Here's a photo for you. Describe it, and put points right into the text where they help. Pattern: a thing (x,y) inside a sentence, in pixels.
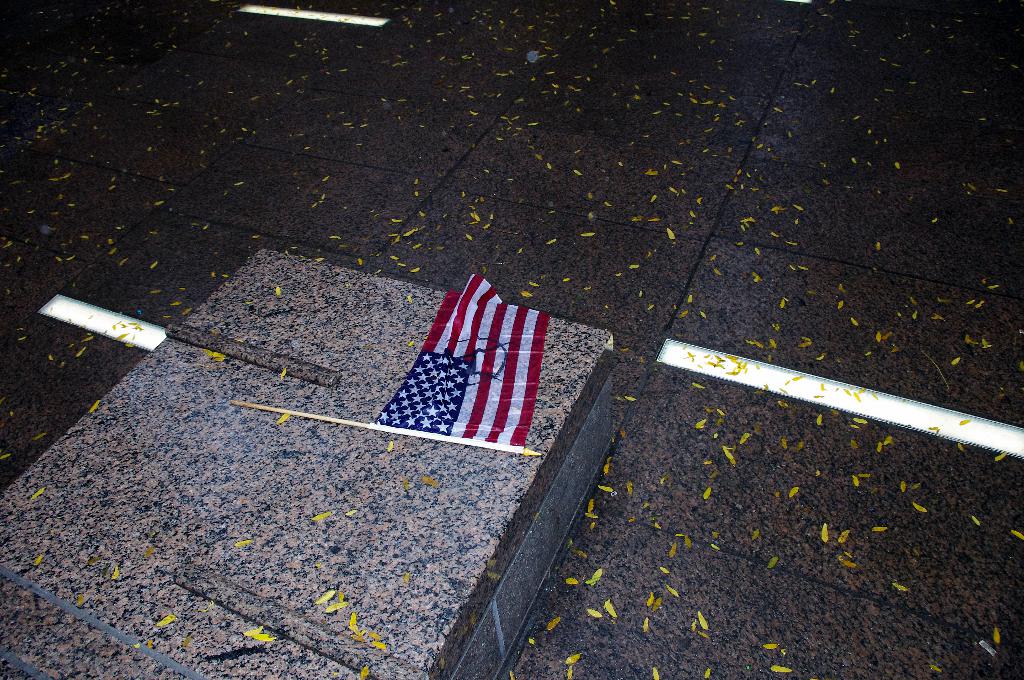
In this image I can see a floor (556,262). And on the floor (792,594) there is a marble (326,459). On the marble (432,447) there is a flag (455,415) tied to the stick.
